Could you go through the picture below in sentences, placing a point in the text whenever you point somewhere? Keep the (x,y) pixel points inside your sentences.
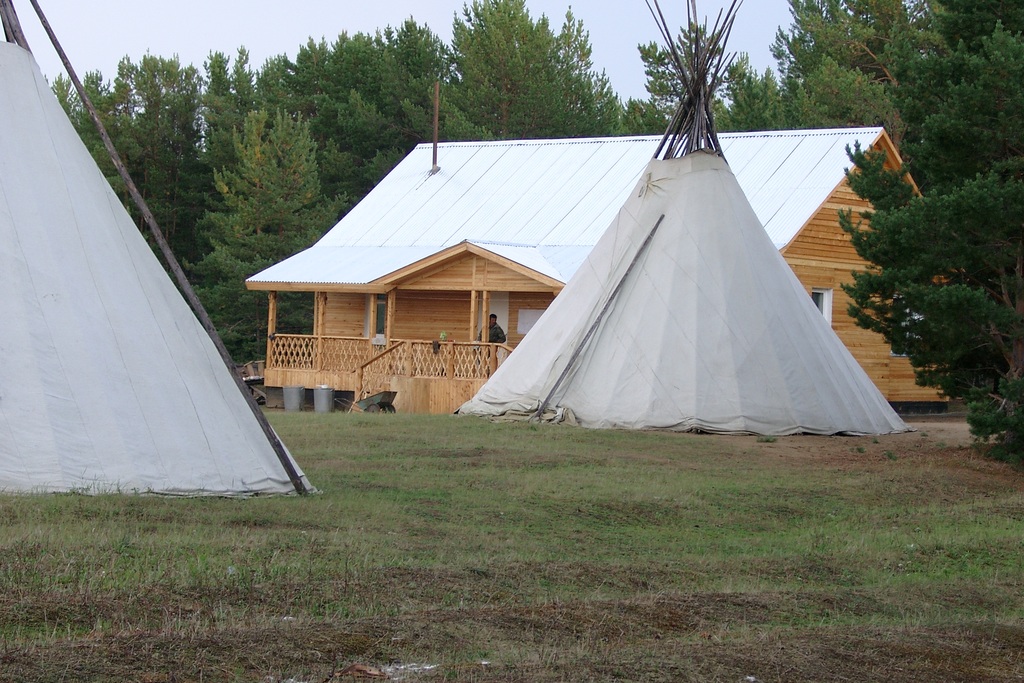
In the center of the image (426,390) there is a shed (488,357) and we can see a man (503,331) standing in the shed (483,325). At the bottom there are tents (723,423). In the background (510,137) there are trees (434,76) and sky (251,25).
